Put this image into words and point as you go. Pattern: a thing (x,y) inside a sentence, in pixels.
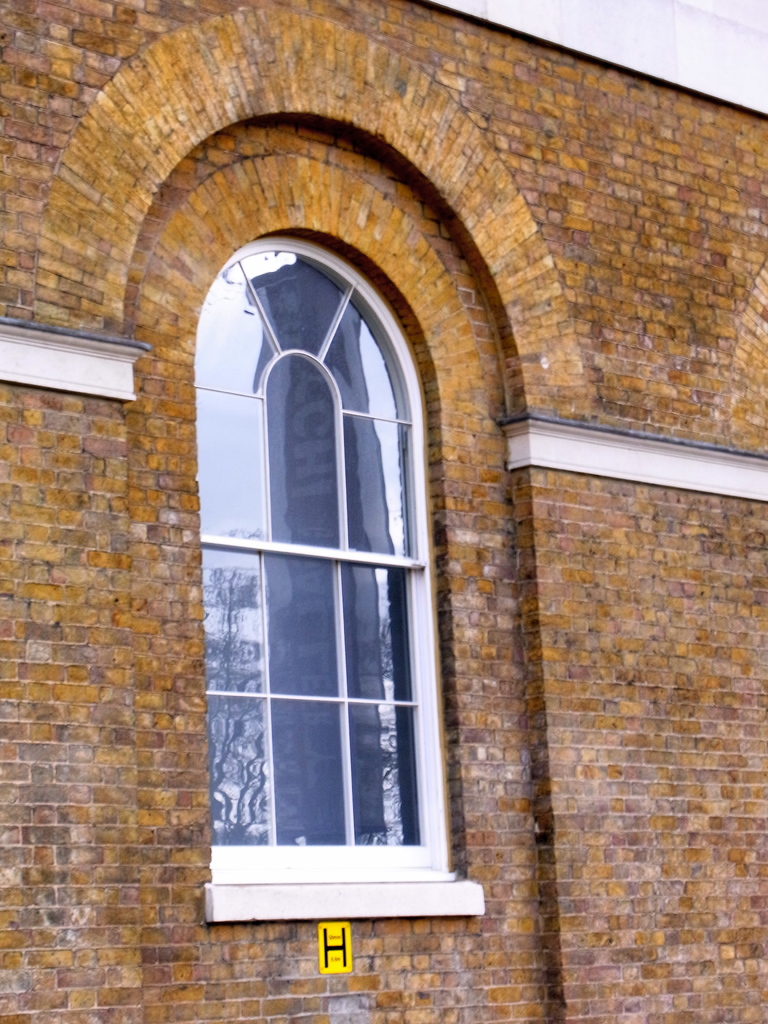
This picture seems to be clicked outside. In the foreground (294,505) we can see the wall (137,107) and the window (315,419) of the building (551,242) and we can see the arch (473,212) and some other items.
